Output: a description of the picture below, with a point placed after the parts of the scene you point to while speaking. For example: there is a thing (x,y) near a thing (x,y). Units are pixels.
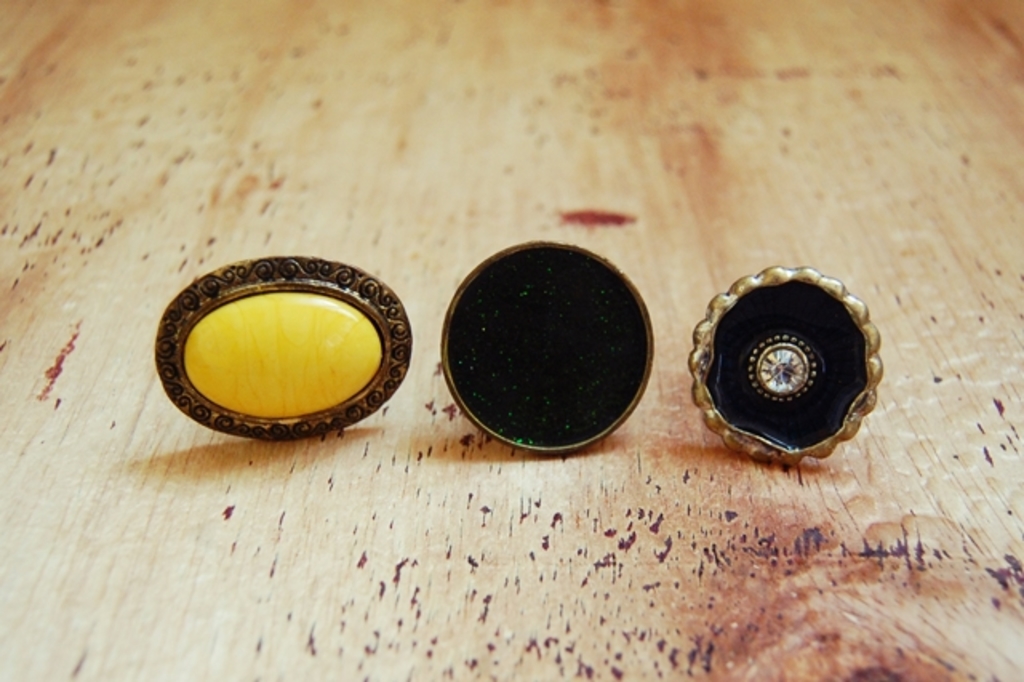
In this image we can see three different types of objects (763,447) which looks like a jewellery (556,373) are placed on a surface (473,468).
